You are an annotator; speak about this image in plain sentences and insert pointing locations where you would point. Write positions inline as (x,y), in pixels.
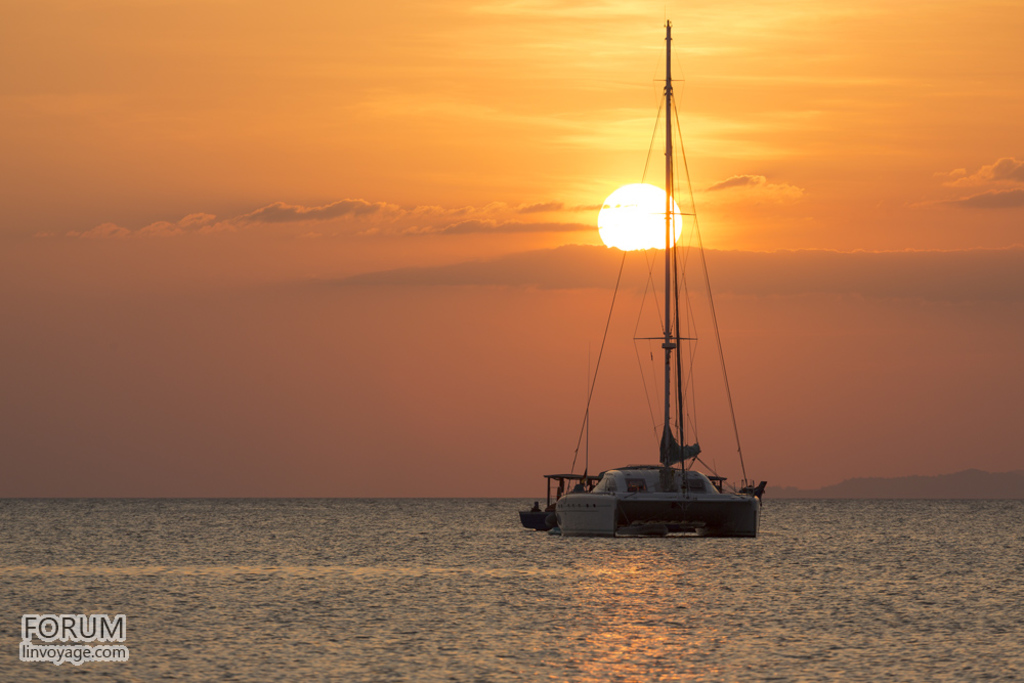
This picture is clicked outside the city. In the center (659,446) we can see a boat (647,502) in the water body (622,576) and we can see the persons like things (576,491) in the boat (650,485). In the background (287,235) we can see the sky (404,153), clouds (538,281) and the Sun (651,226). In the bottom left corner (87,624) we can see the watermark (87,624) on the image.
